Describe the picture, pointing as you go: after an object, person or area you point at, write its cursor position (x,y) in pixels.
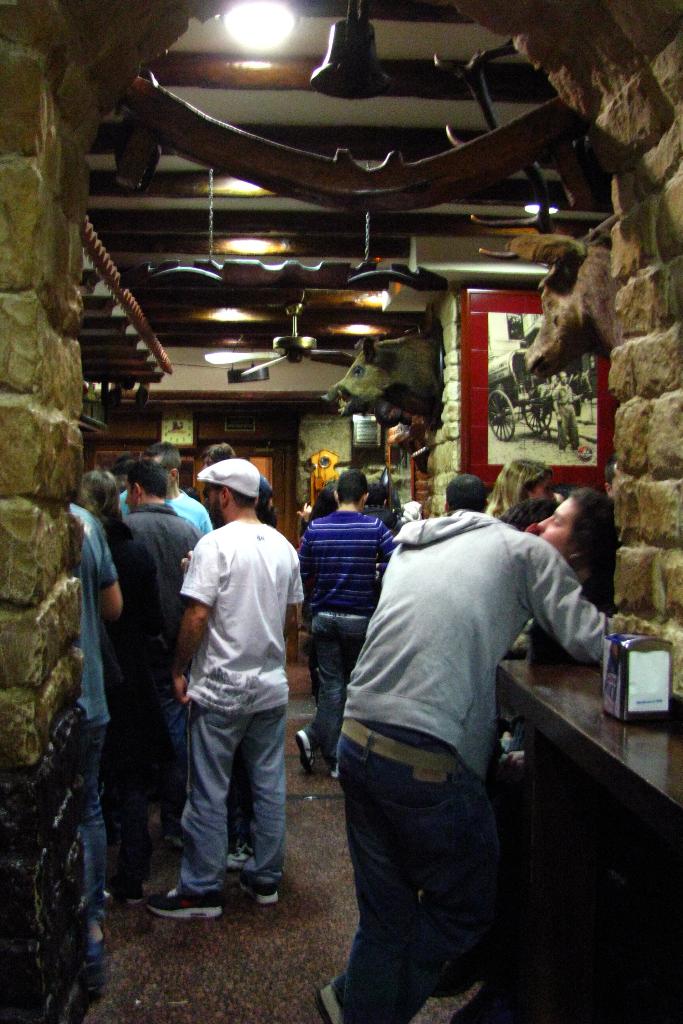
In this image we can see a group of people (413,639) standing on the floor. We can also see an object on a table (582,704), a photo frame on a wall (457,424), some decors (433,416), a clock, some ceiling lights (249,253) and fans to a roof (274,288).
